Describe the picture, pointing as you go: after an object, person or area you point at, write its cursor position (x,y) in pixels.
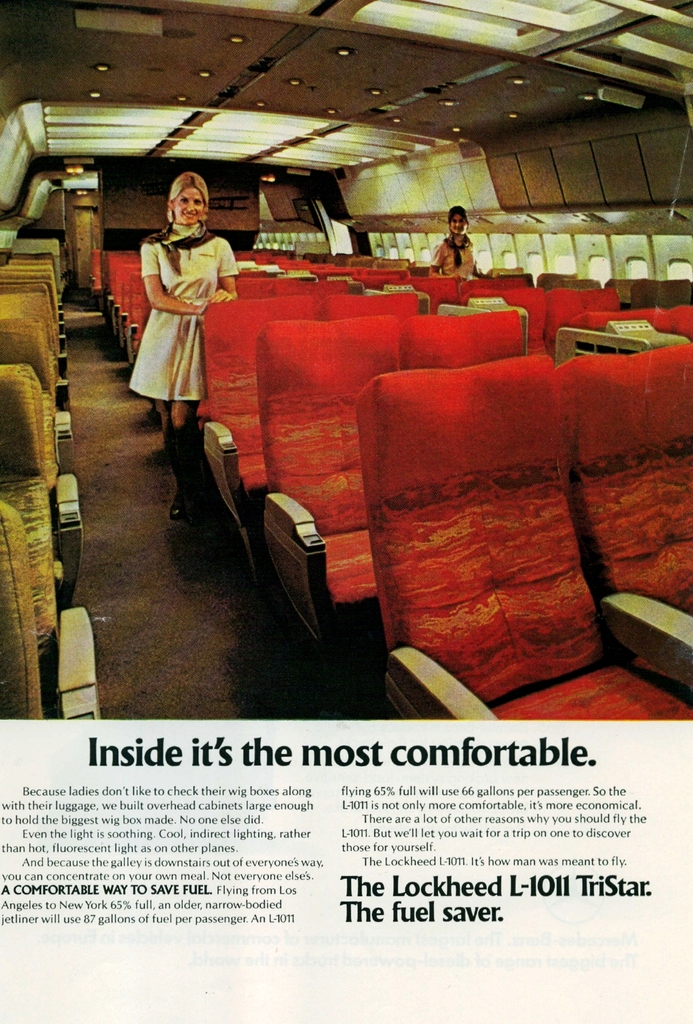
In this image, we can see a poster (241,775). Here we can see a picture (344,556). It looks like an inside view of an aircraft (410,347). Here we can see seats (254,569), windows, women (171,282) and few objects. At the bottom of the image (342,867), we can see some information (188,850).
